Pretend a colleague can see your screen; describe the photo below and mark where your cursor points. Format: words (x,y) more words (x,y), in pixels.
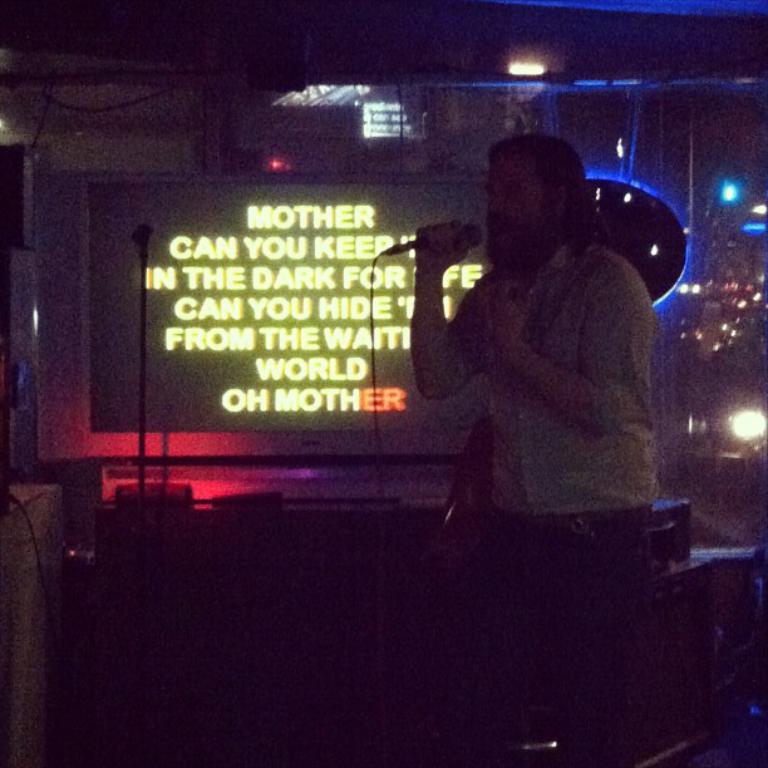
In the image there is a bearded man (510,272) singing in the mic (410,249) on a stage (129,719), behind him there is a screen (210,302), on the right side (738,289) there are few lights (742,302).
